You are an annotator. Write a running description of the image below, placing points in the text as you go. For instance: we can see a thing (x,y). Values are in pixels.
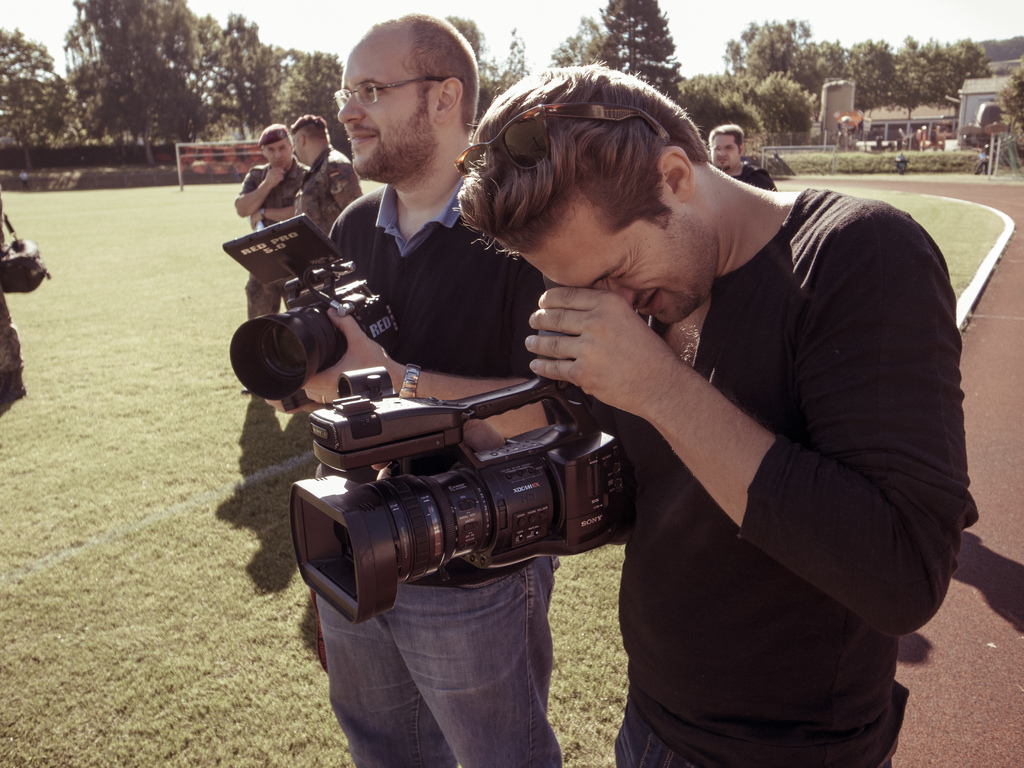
There are 2 men (483,431) recording in their camera (387,416). Behind them there are few people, trees (792,96), sky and building (968,118).
